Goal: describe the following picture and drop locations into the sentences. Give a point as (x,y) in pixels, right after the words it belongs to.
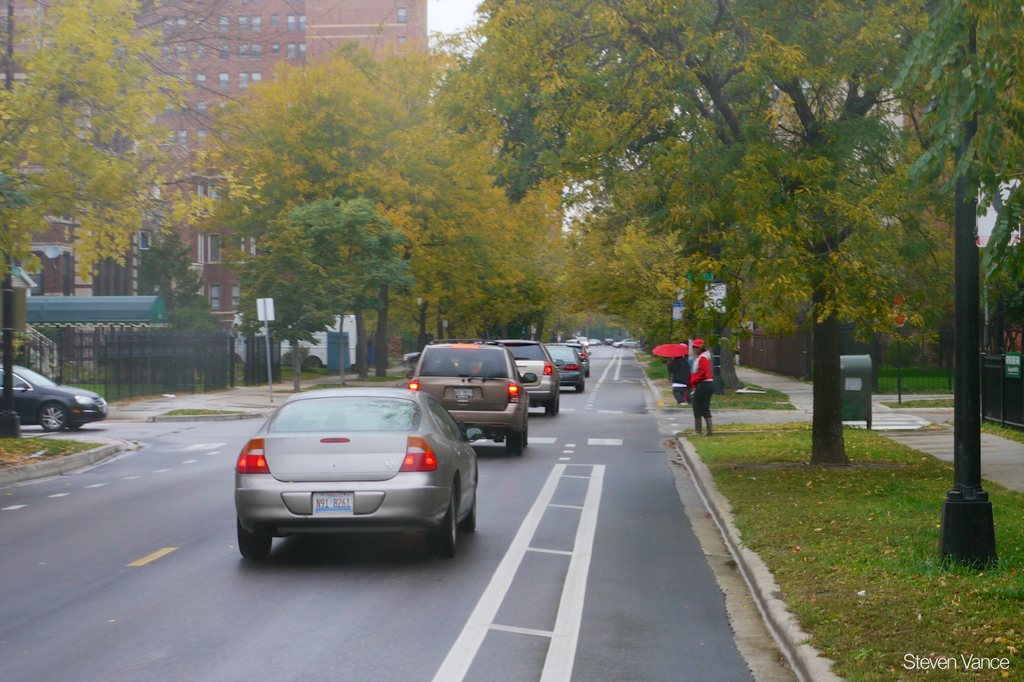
In this image we can see the vehicles (372,435) passing on the road (457,654). We can also see the person's (678,386), umbrella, boards (711,299), trash bin (862,367) and also the trees (387,219). We can also see the grass (841,525) and also the building (247,42). We can also see the sky (456,7) and also the fence (774,348).
